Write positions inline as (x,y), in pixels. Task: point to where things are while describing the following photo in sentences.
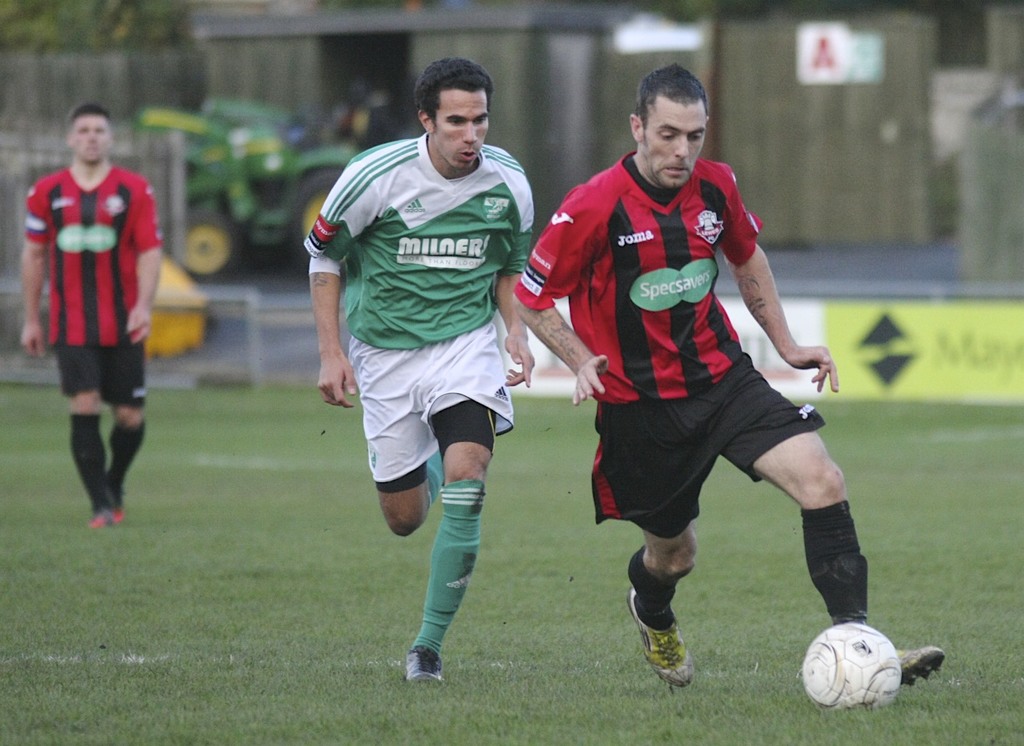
In this image, There is grass (352,555) on the ground (368,628) and there are two person (647,444) playing a football (835,656) and in the background (90,283) there is a man (95,258) standing and there is a tractor (268,154) in green color and there is a house (809,93) in brown color.
